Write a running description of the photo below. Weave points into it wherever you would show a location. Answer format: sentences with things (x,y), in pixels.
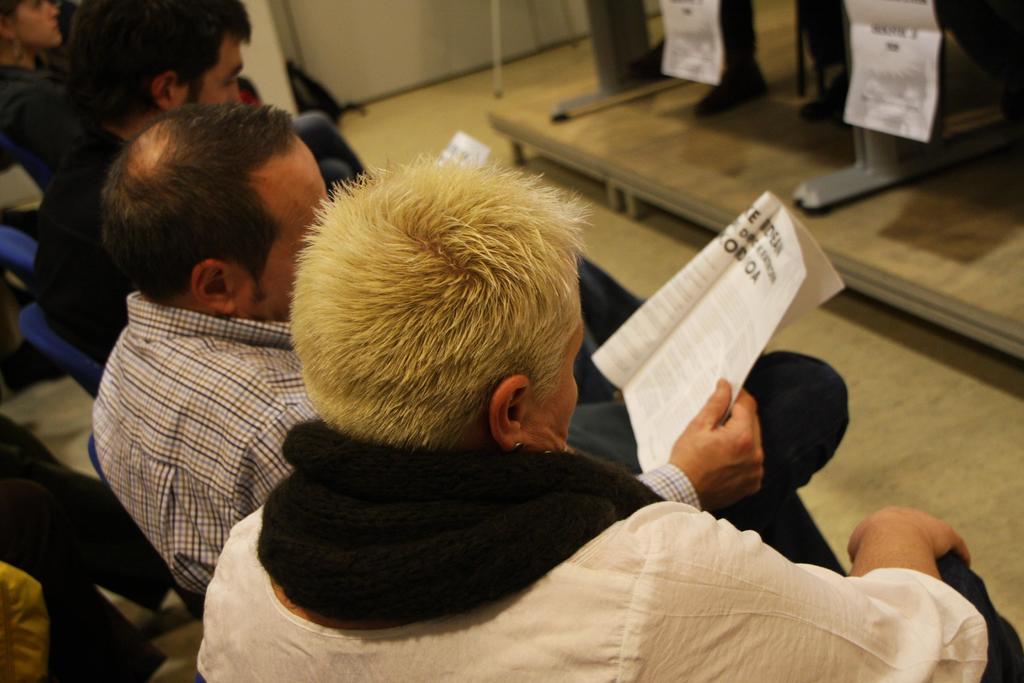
In the image we can see there are people (190,418) sitting on the chair (16,236) and they are wearing clothes (67,220). This person (275,285) is holding a book (704,307) in his hand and here we can see this is a floor (905,458).
